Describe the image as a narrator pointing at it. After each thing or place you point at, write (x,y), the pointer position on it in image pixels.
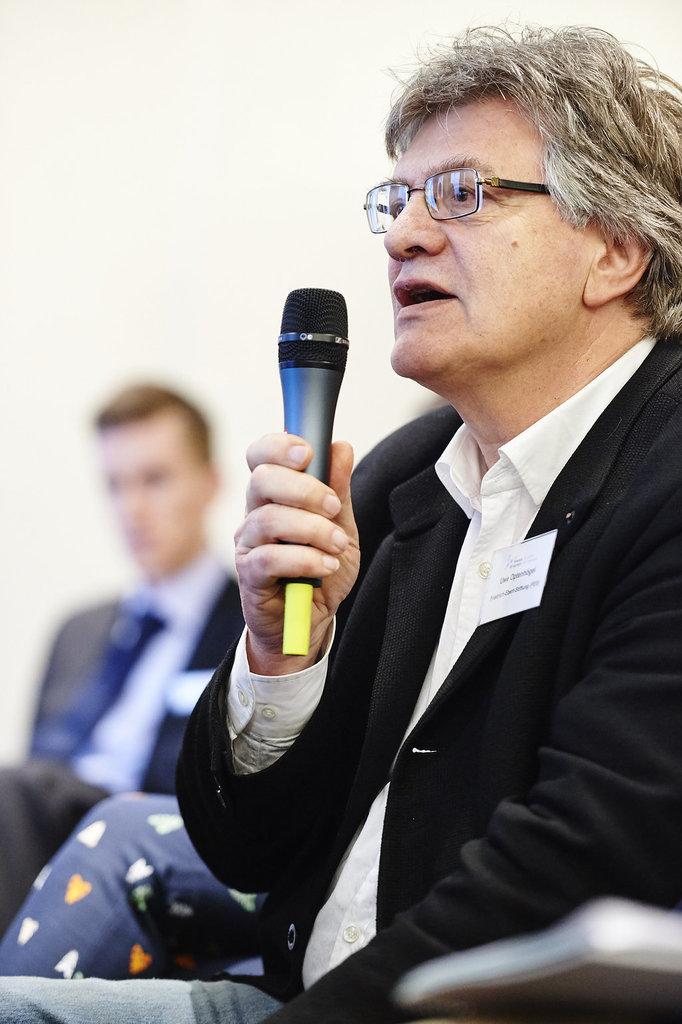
One person (364,590) is holding a microphone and wearing glasses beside him there are two people (129,805).
